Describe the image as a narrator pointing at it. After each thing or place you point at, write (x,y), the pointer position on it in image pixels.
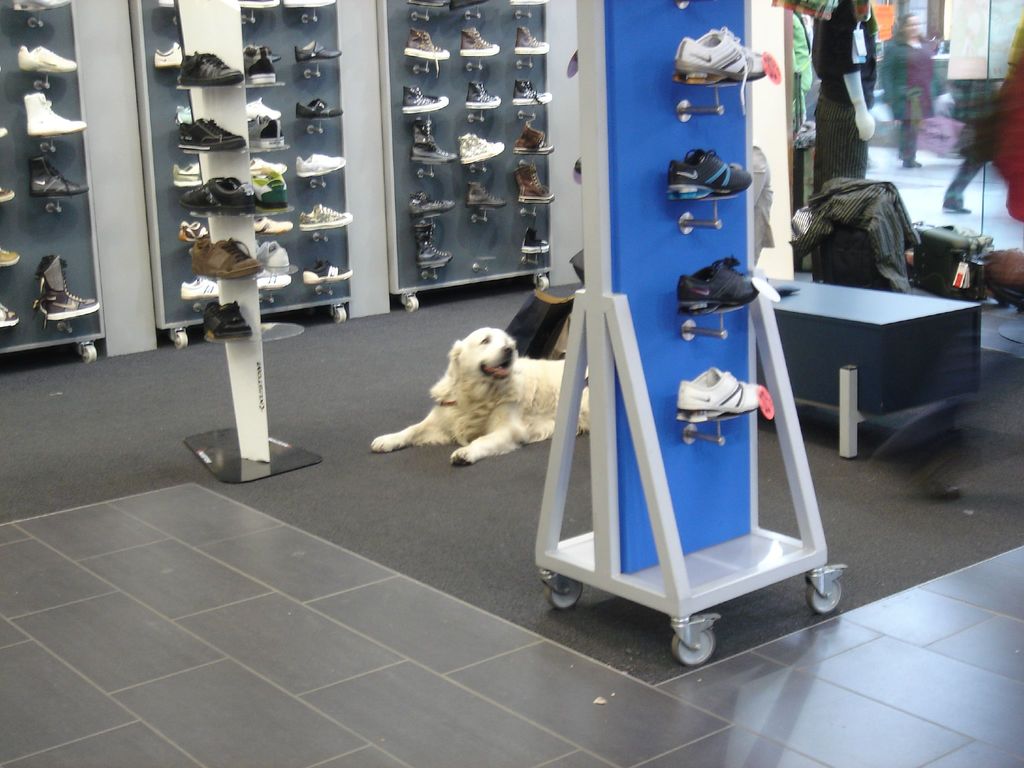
In this image there is a dog (505,399) in the middle (480,393) which is lying on the floor (380,468). behind the dog (494,393) there are so many pair of shoes (431,46) which are kept on the shelves (445,121). On the right side (798,305) there is a table (808,288). Beside the table (858,304) there are bags (939,261) on the floor (344,507). It seems like a shoe shop (204,272). In the background (906,93) there are few people (912,107) walking on the road (916,154). On the right side (895,105) top there is a glass (945,150).
